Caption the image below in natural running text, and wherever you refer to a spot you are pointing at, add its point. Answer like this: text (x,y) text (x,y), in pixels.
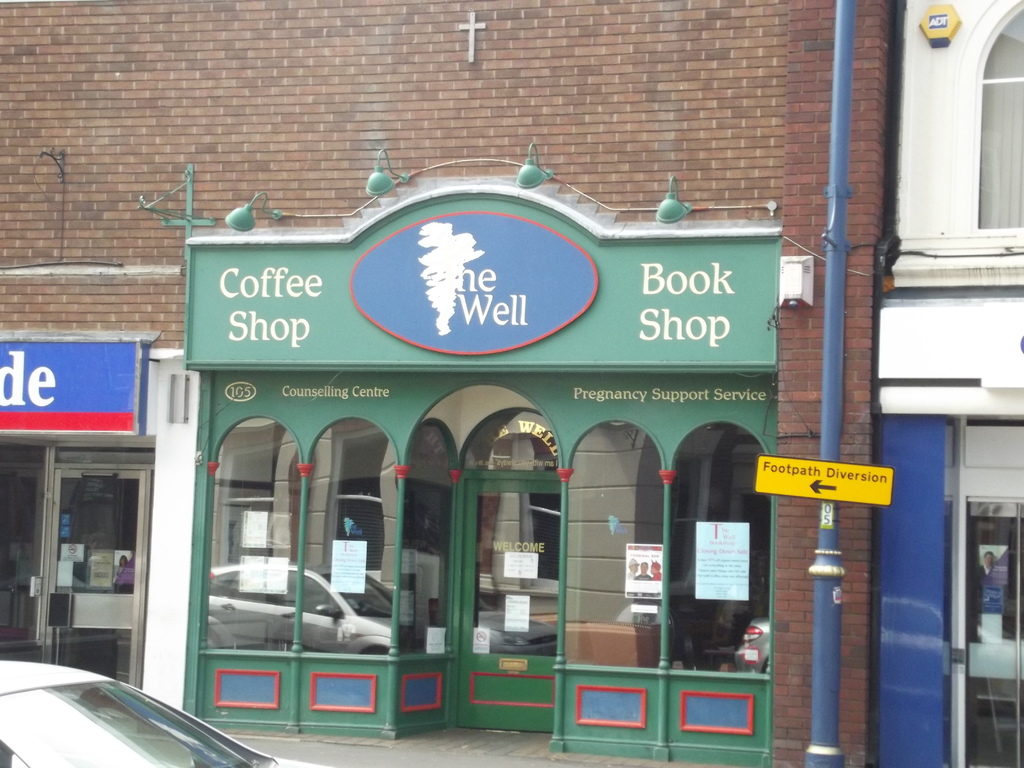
In the picture I can see the brick construction (456,137) at the top of the picture (825,130). There is a building (937,190) on the right side (1004,82) and I can see the glass window (989,83) on the top right side (982,107). I can see the glass windows (678,504) and a glass door (527,512) of a shop (432,495) at the bottom of the picture (506,672). There is a car (74,707) on the bottom left side of the picture (121,710). I can see a pole (838,550) on the right side (853,473) and there is a direction caution board (832,473) on the pole (829,459).
